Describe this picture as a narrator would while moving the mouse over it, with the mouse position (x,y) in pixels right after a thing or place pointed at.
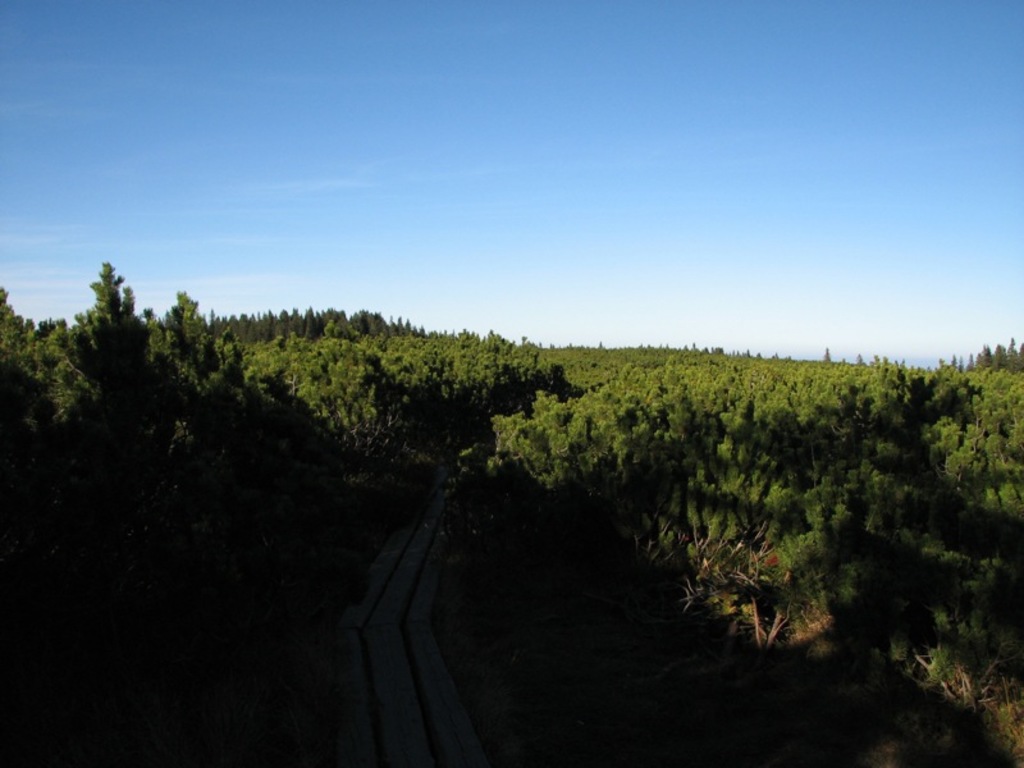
In the picture we can see a wooden path (406,533) between the forest area (901,404) which is covered with trees (32,481), plants (66,501) and in the background (397,192), we can see a sky (92,209) which is blue in color.
